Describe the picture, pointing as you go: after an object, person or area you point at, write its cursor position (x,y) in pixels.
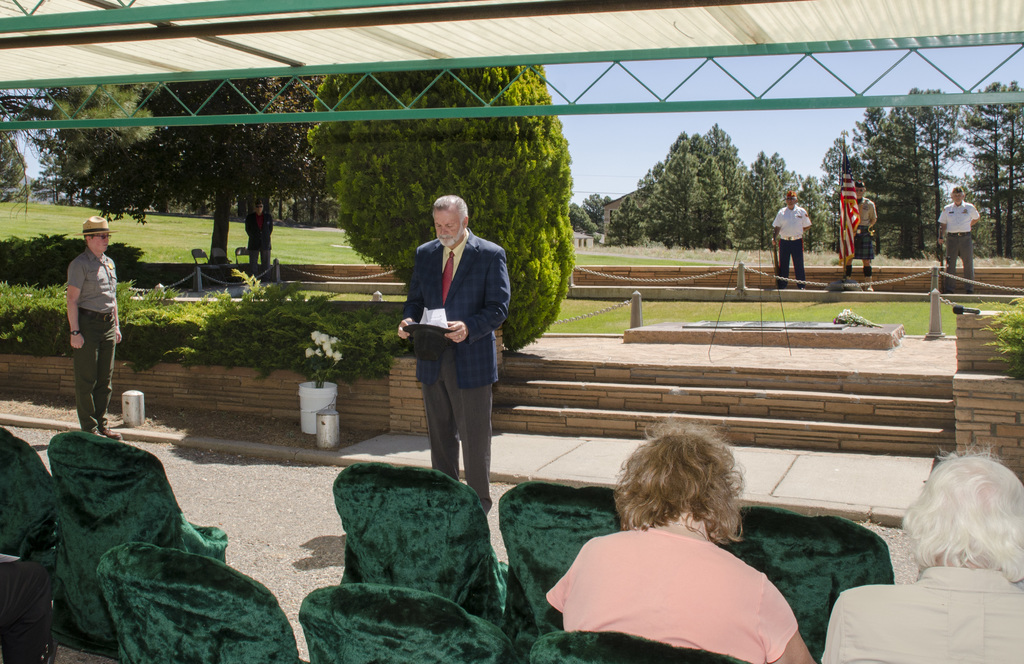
There are chairs (450,526) and people (941,558) sitting in the foreground area of the image (365,572), there are trees (554,246), grassland (979,263), people (790,207), flag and the sky (815,140) in the background (808,169).
